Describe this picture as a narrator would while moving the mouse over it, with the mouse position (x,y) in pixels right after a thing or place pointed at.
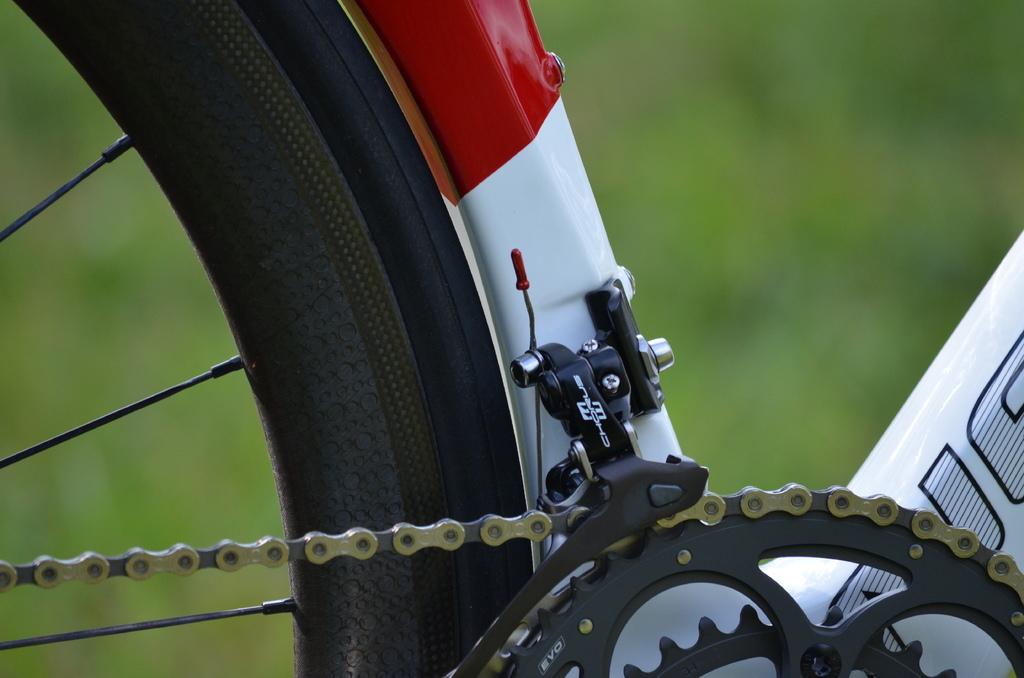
In this image we can see a part of the bicycle (246,208) and we can see a wheel (339,519) with chain (421,531). And blur background (706,138).
